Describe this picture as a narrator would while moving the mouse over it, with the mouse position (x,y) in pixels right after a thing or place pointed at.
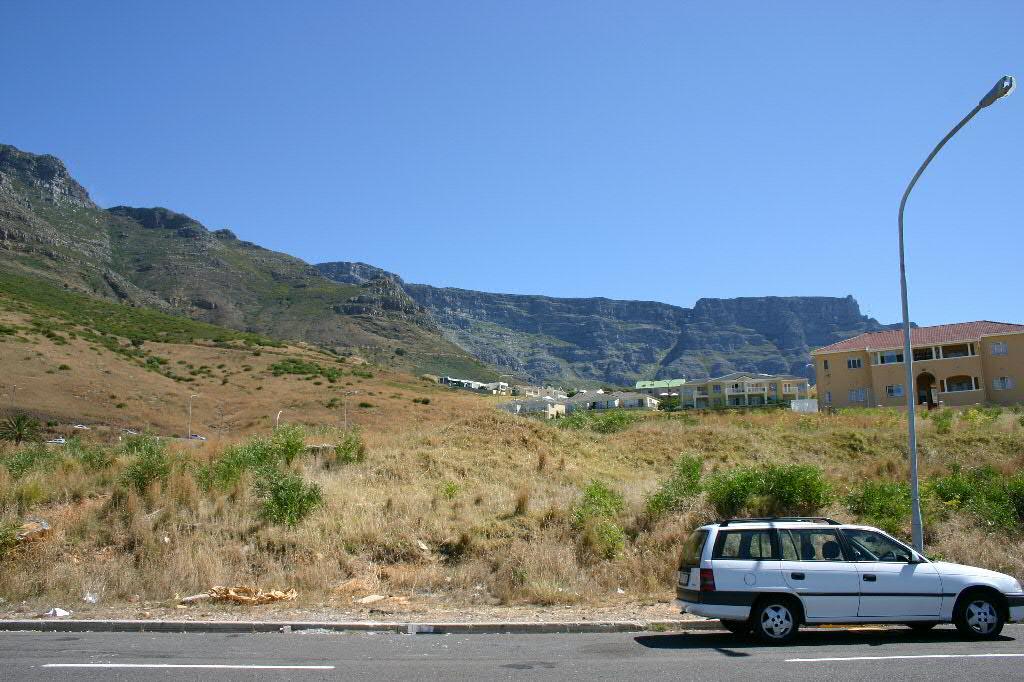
In this image I can see the road (400,642), a white colored vehicle (722,605) on the road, few trees (876,504), a pole (910,346), few buildings (876,387) and a mountain (496,327). In the background (355,126) I can see the sky (510,131).
